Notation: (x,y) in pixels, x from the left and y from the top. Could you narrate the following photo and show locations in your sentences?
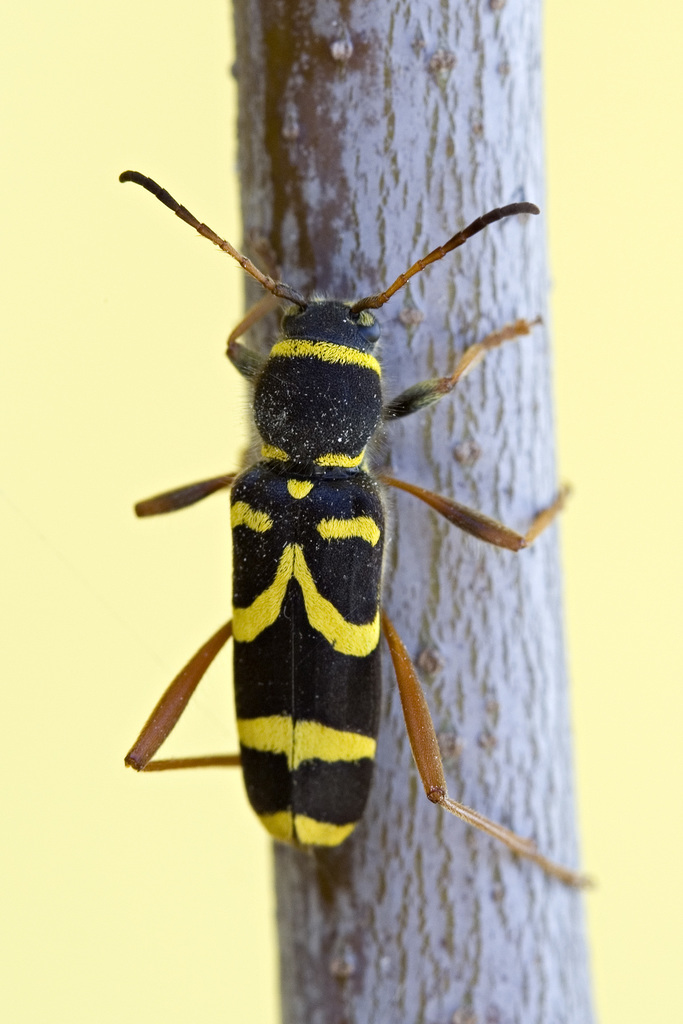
In this image we can see an insect (509,836) on the branch (474,834). In the background (197,782) we can see the plain surface (637,903).
